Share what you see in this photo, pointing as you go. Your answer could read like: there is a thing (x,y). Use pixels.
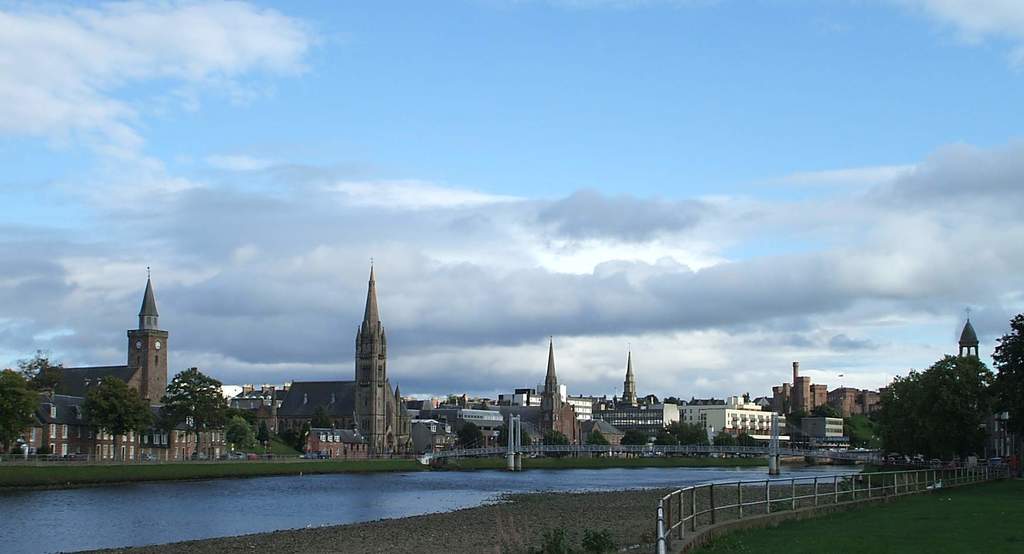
On the right side (958,521) there is a grass lawn (919,498), railing (868,474), trees (968,376). Also there is water (260,484). In the background (254,434) there are buildings (159,375), trees (665,440) and sky (445,196) with clouds (524,212).
